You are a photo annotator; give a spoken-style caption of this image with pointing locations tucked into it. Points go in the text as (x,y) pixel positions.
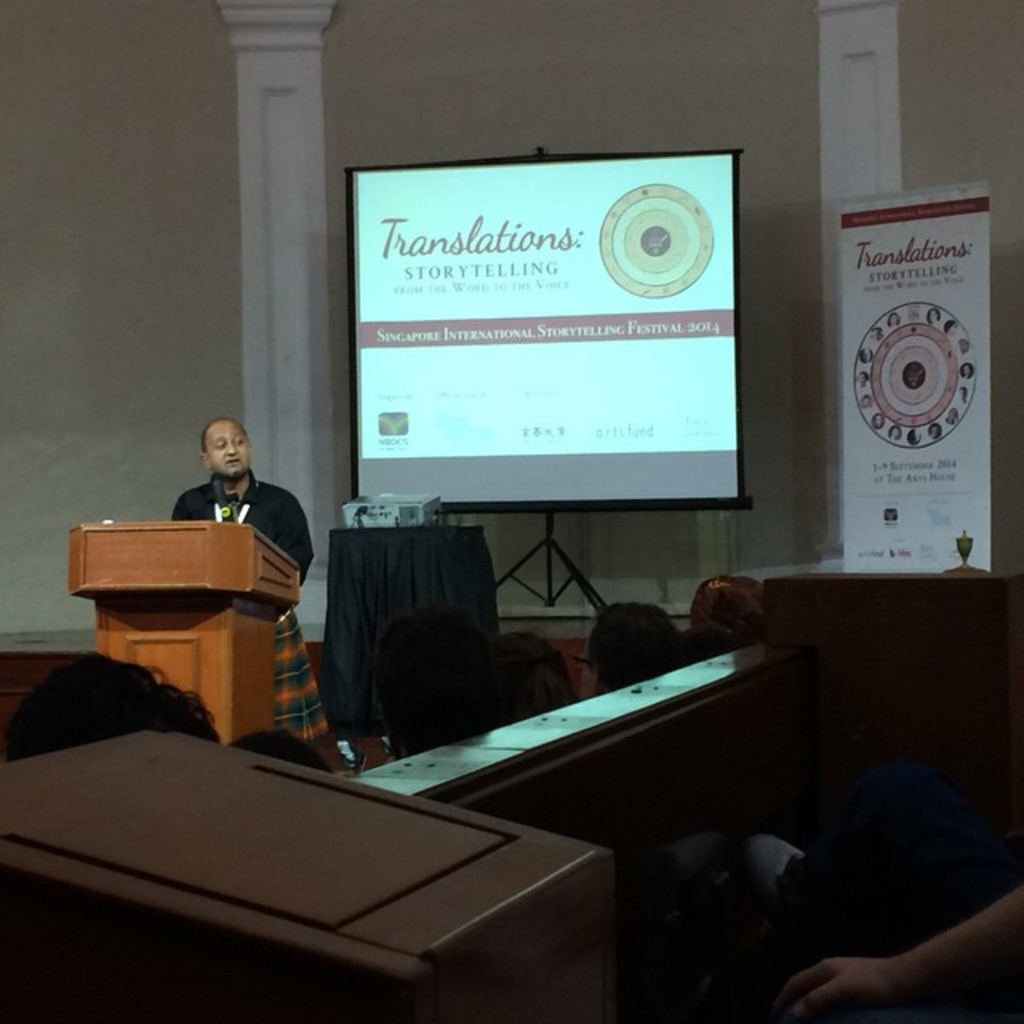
As we can see in the image, there are few people (546,663) sitting and a man (263,499) standing over here. In the middle (502,367) there is a screen (519,246) On the right (905,365) there is a banner (943,455).
